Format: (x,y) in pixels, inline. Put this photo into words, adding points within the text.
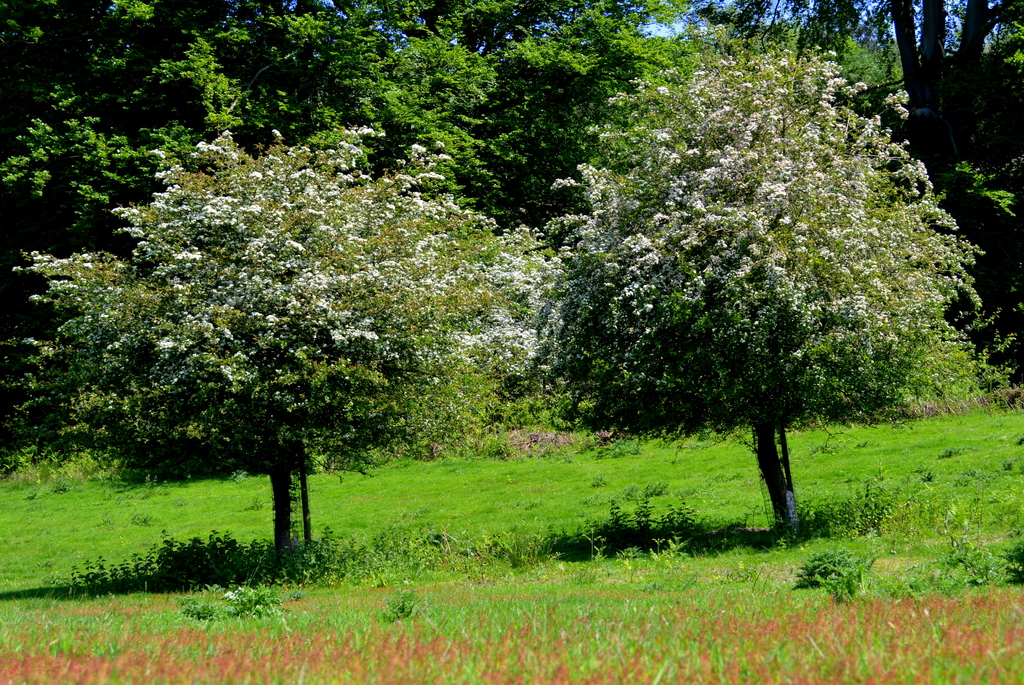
In this image we can able to see trees (331,343), and there is a grass (573,571) here.
